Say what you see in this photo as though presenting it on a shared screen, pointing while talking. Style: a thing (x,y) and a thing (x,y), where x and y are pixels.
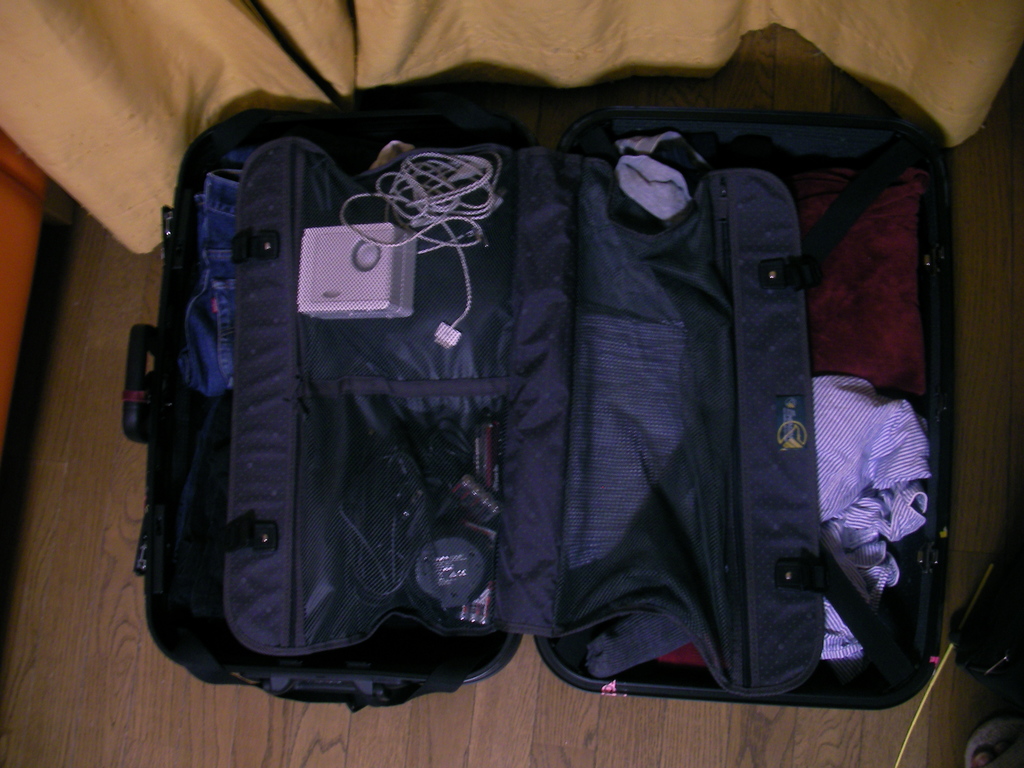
there is a open suitcase (747,506). on the right (855,294) there are clothes (855,371). on the left (197,330) there are cables (424,196) and jeans pant (207,286). the suitcase (332,510) is kept on the floor (113,711).
